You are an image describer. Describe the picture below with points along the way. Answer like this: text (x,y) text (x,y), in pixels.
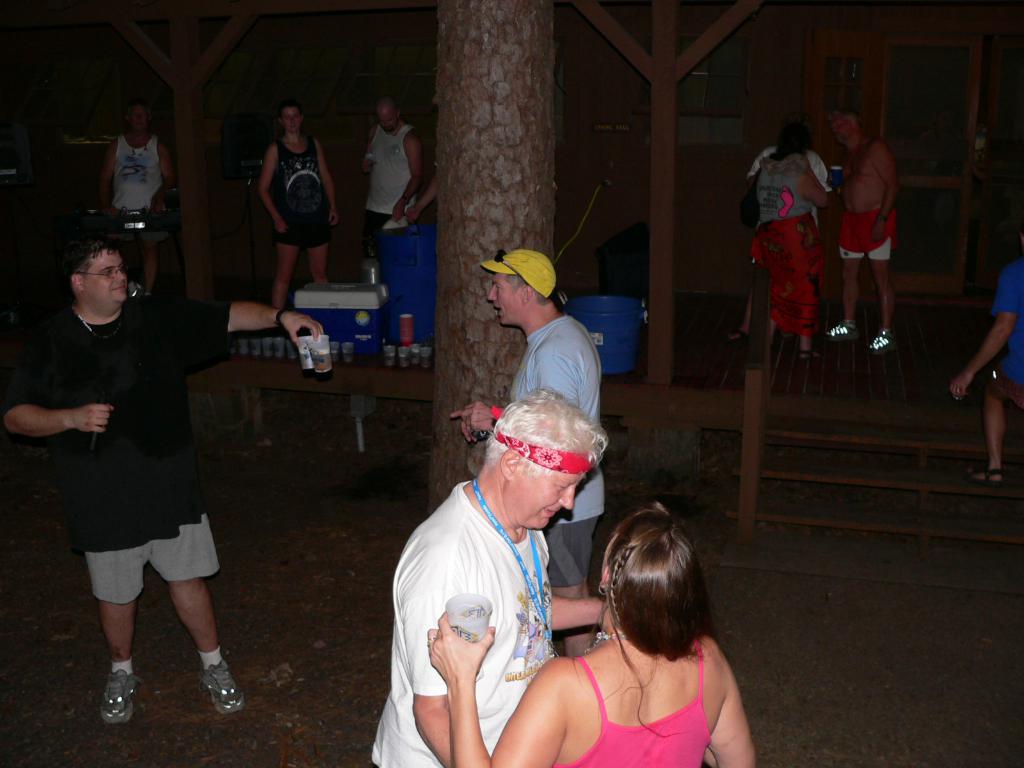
In this picture I can see group of people (520,766) standing and holding some objects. I can see glasses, insulated chiller ice box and some other objects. There is a musical instrument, speaker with a stand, and in the background (968,112) there is a house (584,142).
